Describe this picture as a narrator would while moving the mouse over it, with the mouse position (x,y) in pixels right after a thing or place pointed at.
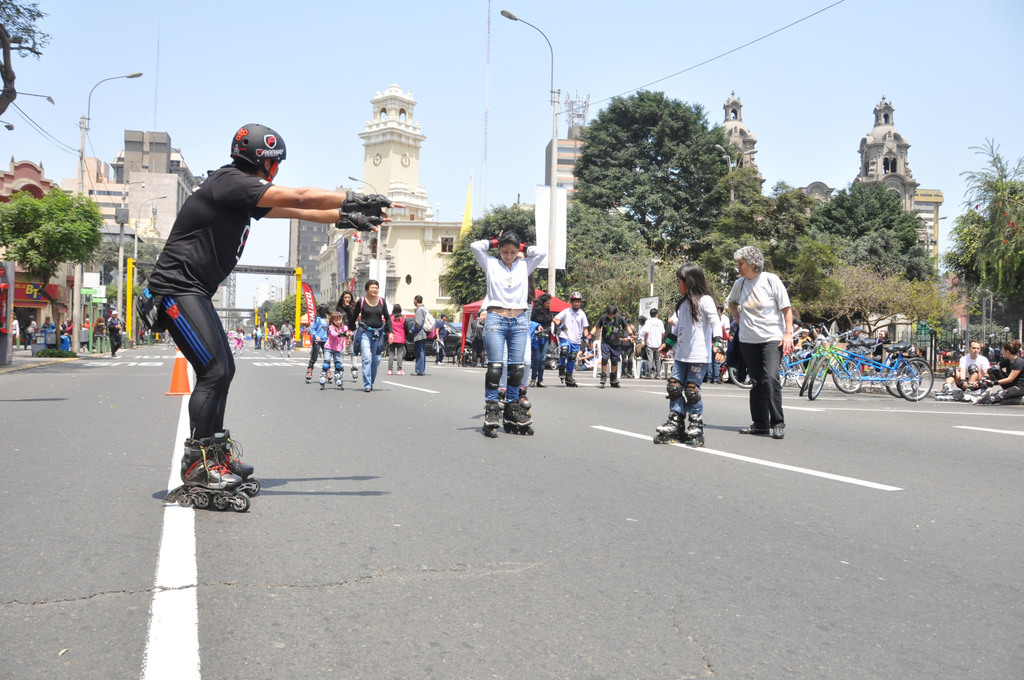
In this image there are some people (201,268) doing skating on the road (2,477), behind them there are some other people (1014,390) standing, trees (852,250) and building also there are bicycles (861,361) parked on the road (674,662).
